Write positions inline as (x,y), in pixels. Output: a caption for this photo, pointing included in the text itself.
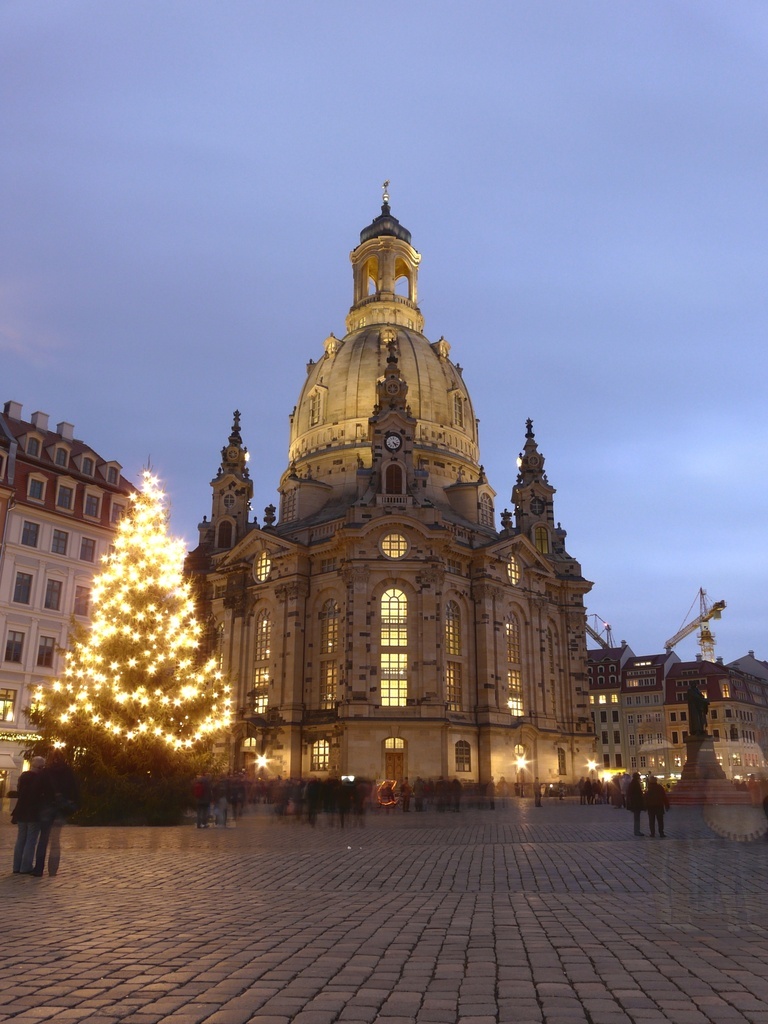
In this image we can see the buildings (410,695). In front of the buildings (439,775) we can see persons (619,783) and a tree (113,748). On the tree (92,724) we can see the lights (63,745). At the top (360,184) we can see the sky (265,193).
